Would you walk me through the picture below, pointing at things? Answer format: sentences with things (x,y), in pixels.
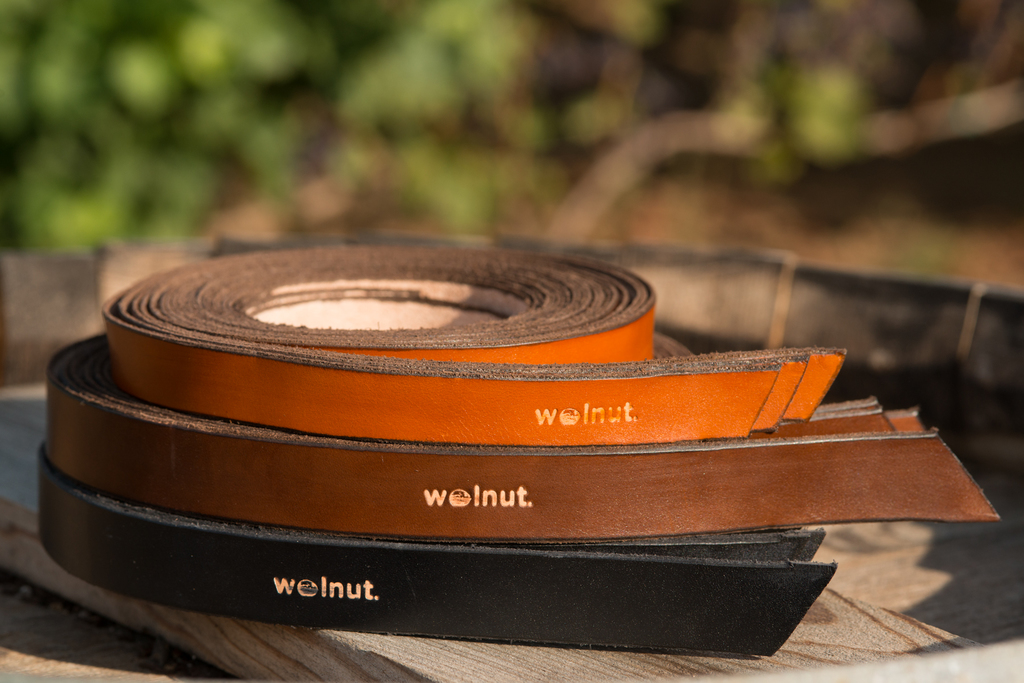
In this picture we can see belts (235,594) placed on a wooden plank (240,657) and in the background (536,189) we can see trees (582,189) and it is blurry.
